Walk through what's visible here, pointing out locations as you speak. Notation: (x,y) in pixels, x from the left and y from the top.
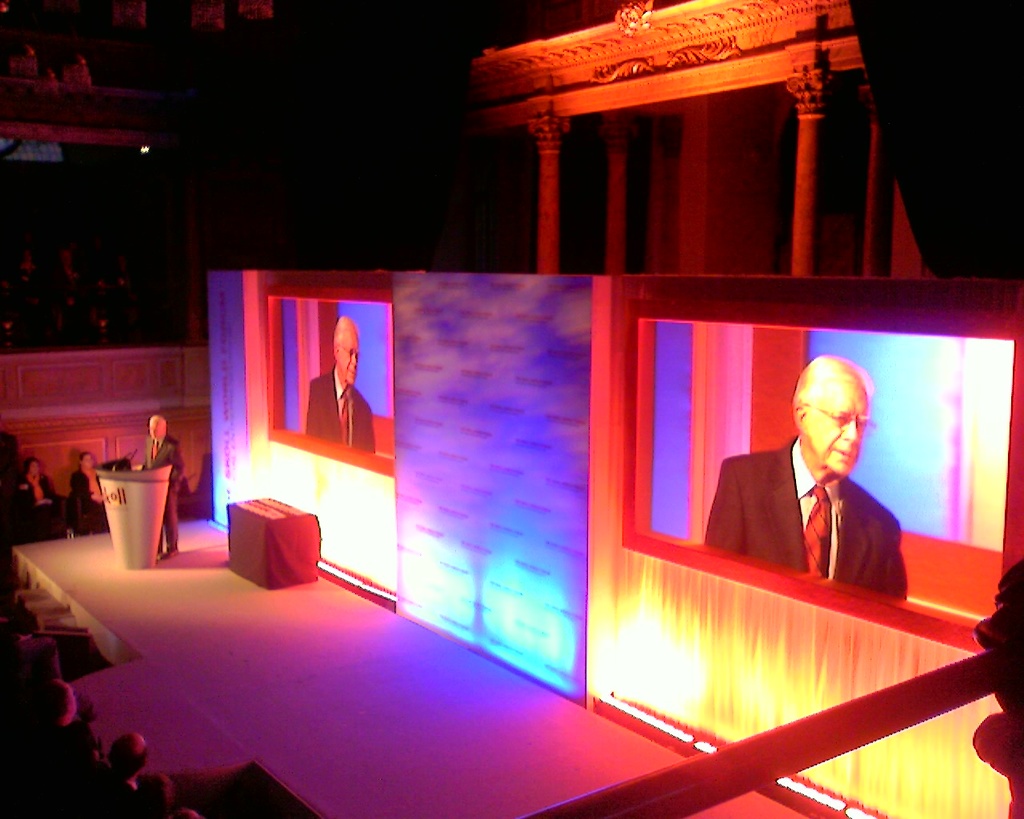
In this image I can see group of people (72,727) sitting. In front the person (156,455) is standing in front of the podium (139,516) and I can also see two microphones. Background (765,477) I can see two screens (758,493) and I can also see few lights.
